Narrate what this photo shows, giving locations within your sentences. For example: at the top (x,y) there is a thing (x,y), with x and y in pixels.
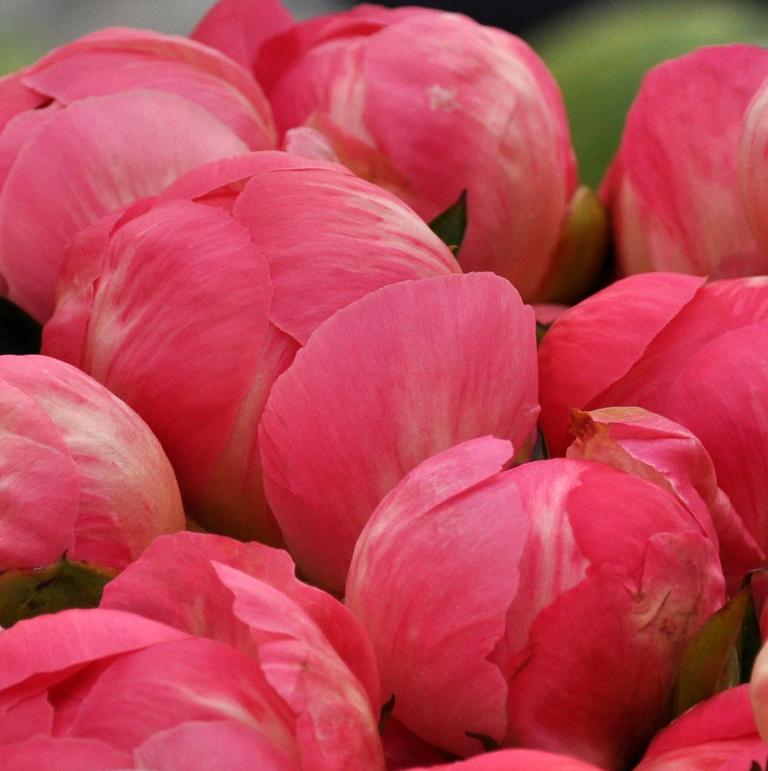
In this image we can see flowers (276,499).
